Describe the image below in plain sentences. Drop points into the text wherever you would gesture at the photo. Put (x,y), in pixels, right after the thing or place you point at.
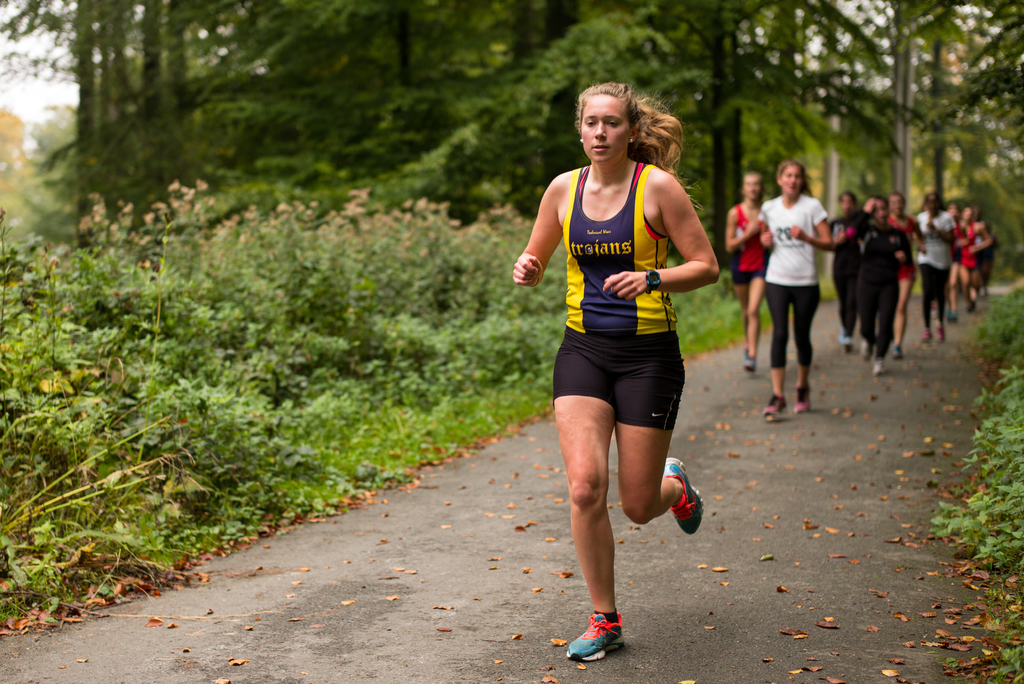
In this image there are persons (744,315) jogging on the road (757,575). On both sides of the road (960,423) there are many trees (422,131).
